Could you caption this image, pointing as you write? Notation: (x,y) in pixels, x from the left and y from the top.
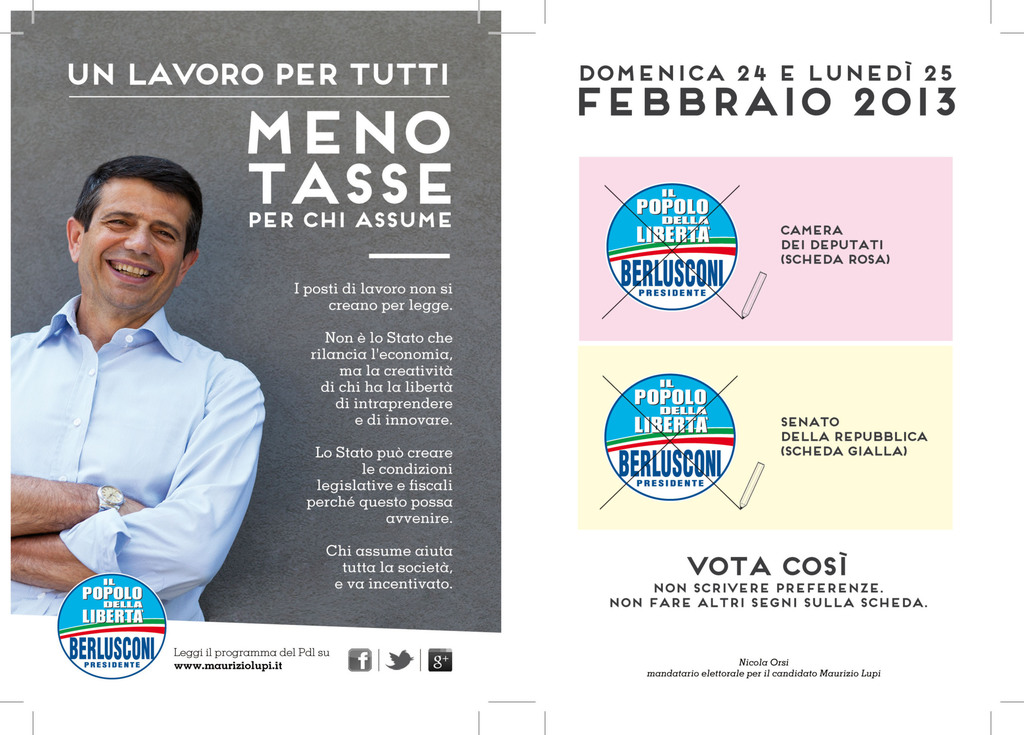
On the left (60,396) we can see a man (148,404) is smiling and there are some texts (332,360) written on the image and on the right (869,238) there are some texts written on the image.
